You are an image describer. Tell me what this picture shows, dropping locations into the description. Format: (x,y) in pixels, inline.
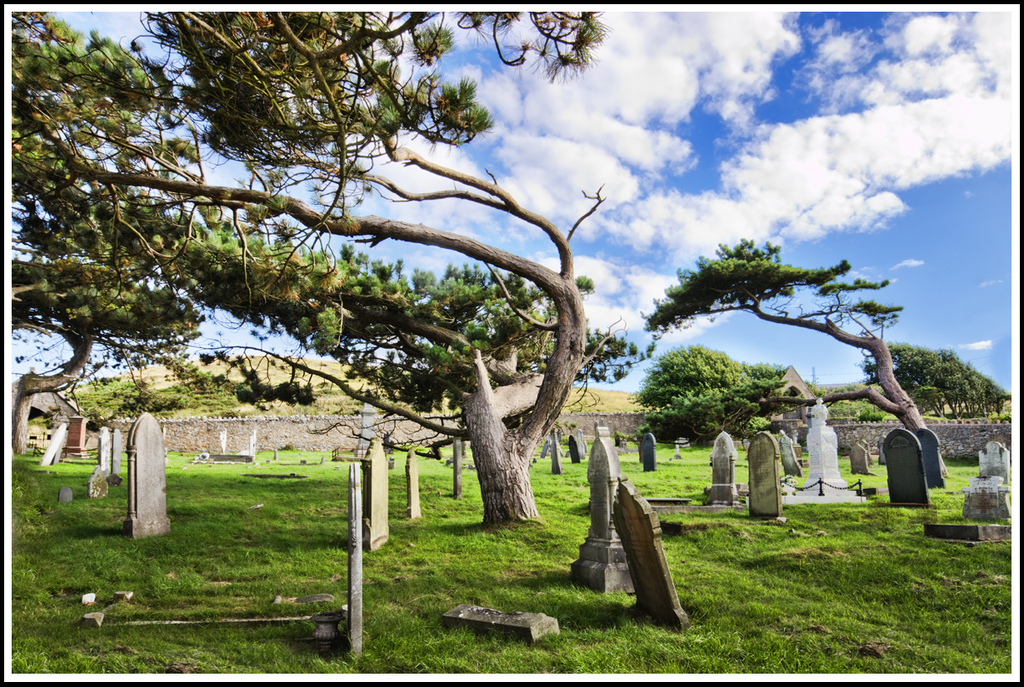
In this picture we can see grass (449,518), few trees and graves (657,605), in the background (691,171) we can find clouds (669,134).
